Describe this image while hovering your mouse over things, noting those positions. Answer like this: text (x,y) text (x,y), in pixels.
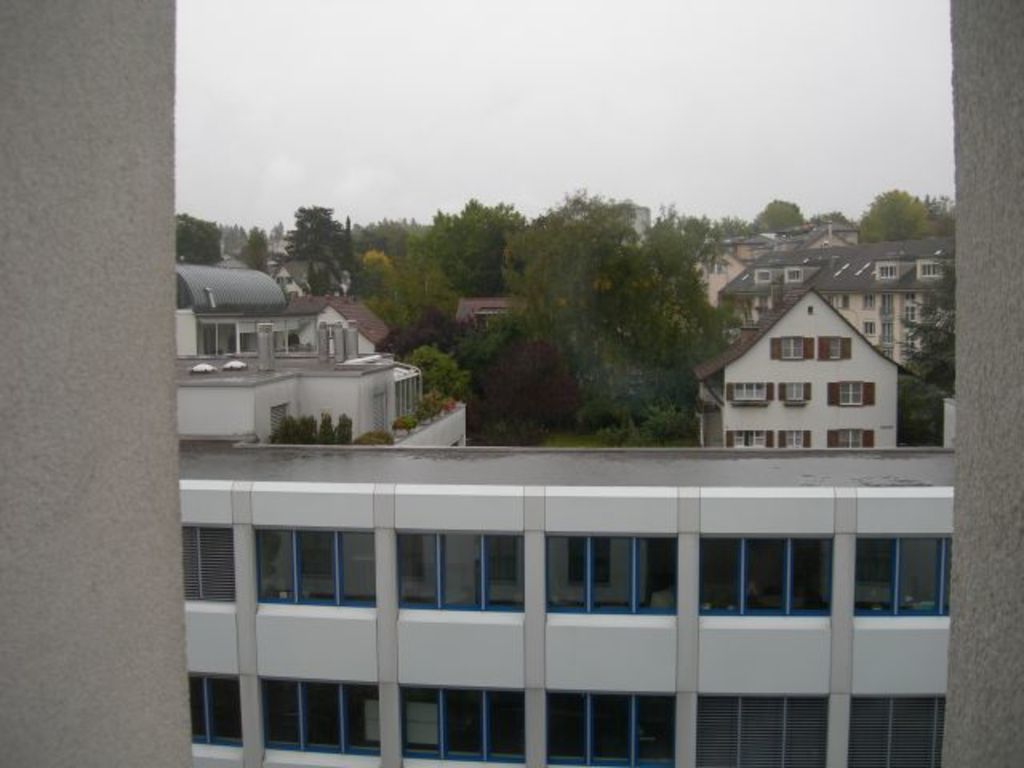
In this picture there are buildings (838,258) and trees (445,243) and there are roof tiles (774,236) on the top of the buildings (752,255). At the top (726,85) there is sky (658,80). At the bottom (430,764) there is a building (381,749). At the bottom right (709,763) there are window blinds (791,702).
